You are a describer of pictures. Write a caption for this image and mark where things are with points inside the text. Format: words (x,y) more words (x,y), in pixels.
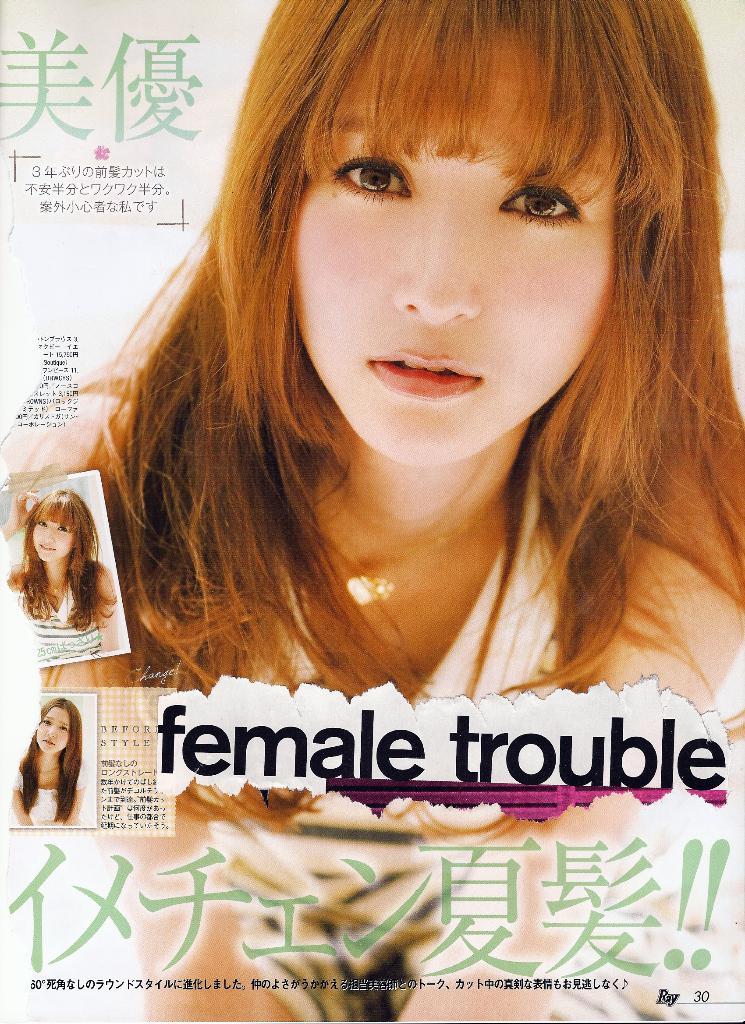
In this image I can see a paper (105,368), in the paper (214,722) I can see few persons (84,664). The person (409,648) in front (484,638) wearing white color dress (474,638) and I can see something written on the paper (316,813).
